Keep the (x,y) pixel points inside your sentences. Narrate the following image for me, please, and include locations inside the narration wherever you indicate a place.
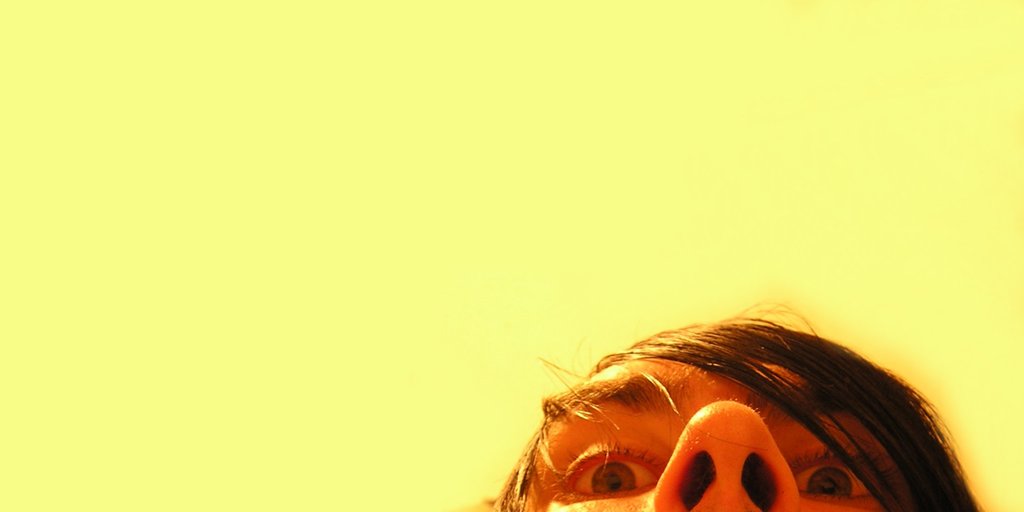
In the picture we can see a head part (581,432) of a person (735,492) with eyes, nostrils (755,503) and hair (824,408) and behind it we can see a yellow color surface (10,175).
